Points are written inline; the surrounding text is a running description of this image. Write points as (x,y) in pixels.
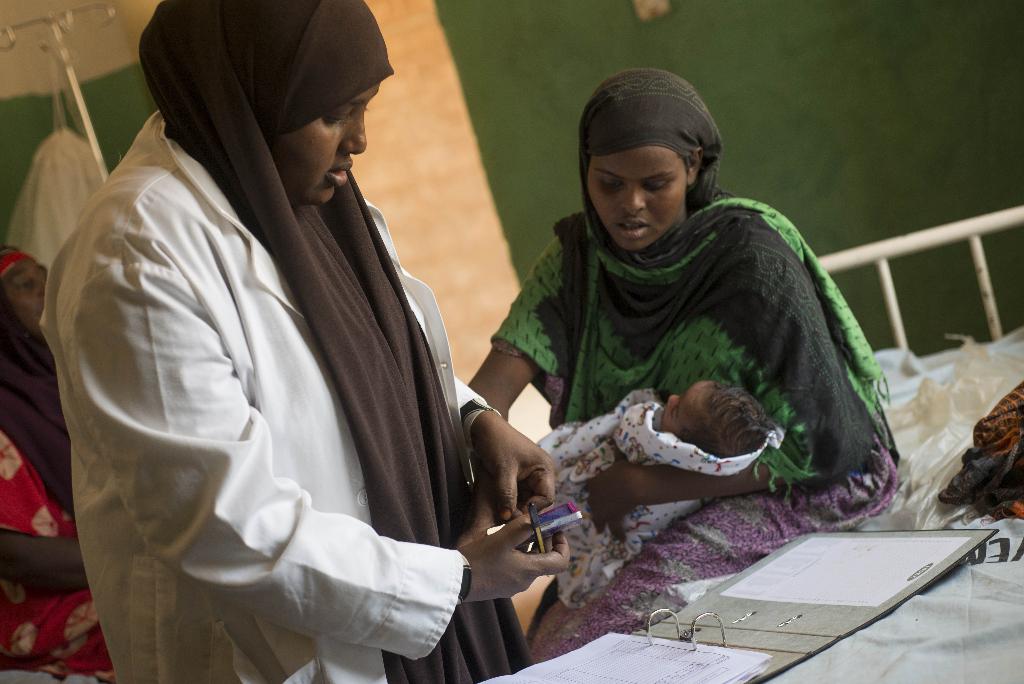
In the center of the image (657,355) we can see a woman (625,279) sitting on the bed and holding a baby (627,449). On the left side of the image (229,71) we can see woman (414,382) holding a pen (538,535) and mobile phone (550,530). At the bottom of the image (704,659) we can see file (719,625) and paper (722,655). In the background (609,60) there is wall (410,171).
